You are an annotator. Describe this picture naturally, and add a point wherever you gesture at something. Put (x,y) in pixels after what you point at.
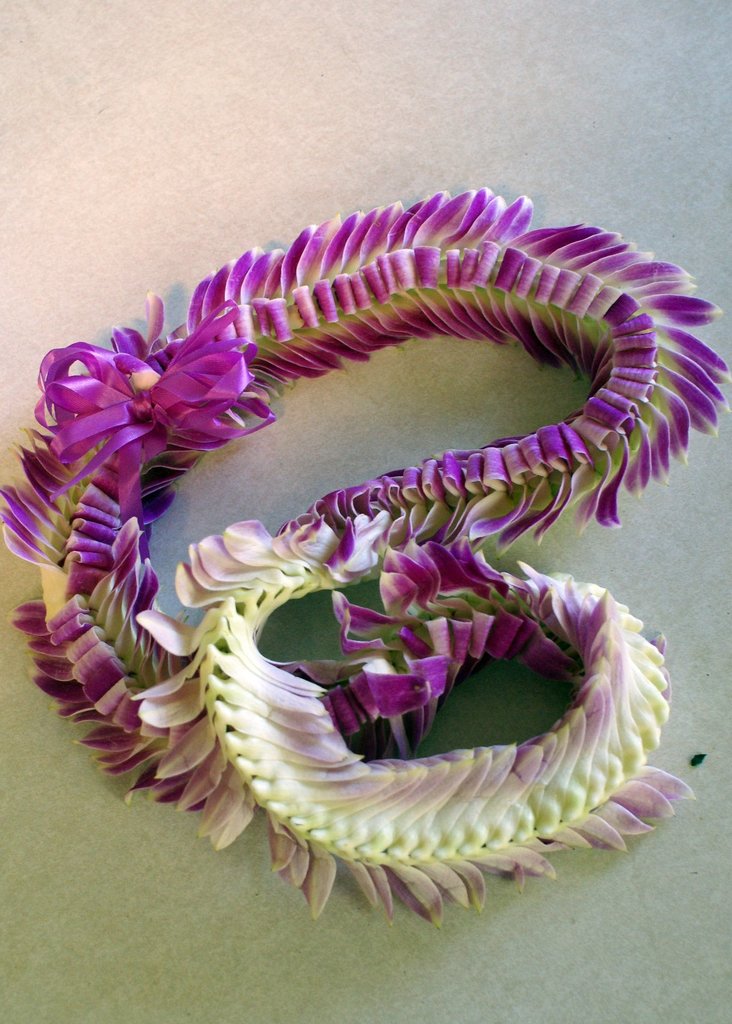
In this picture we can see an object (576,703) in a yellow and violet color on a white surface (666,933).
